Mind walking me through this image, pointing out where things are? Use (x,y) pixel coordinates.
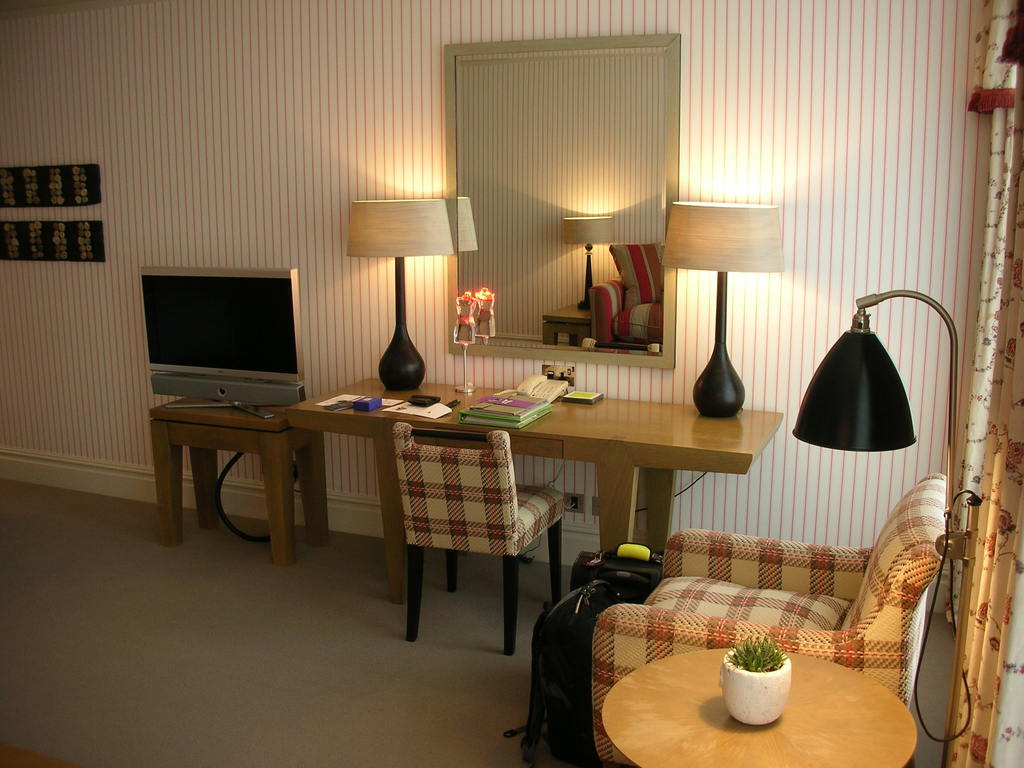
On the background (760,169) we can see wall (932,351), curtains (987,350). This is a table (517,453) and on the table (561,444) we can see books (508,408), lamps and a houseplant (744,697). here we can see chairs (680,599). There is a television (260,385) on the table (204,467). This is a floor (225,704).
